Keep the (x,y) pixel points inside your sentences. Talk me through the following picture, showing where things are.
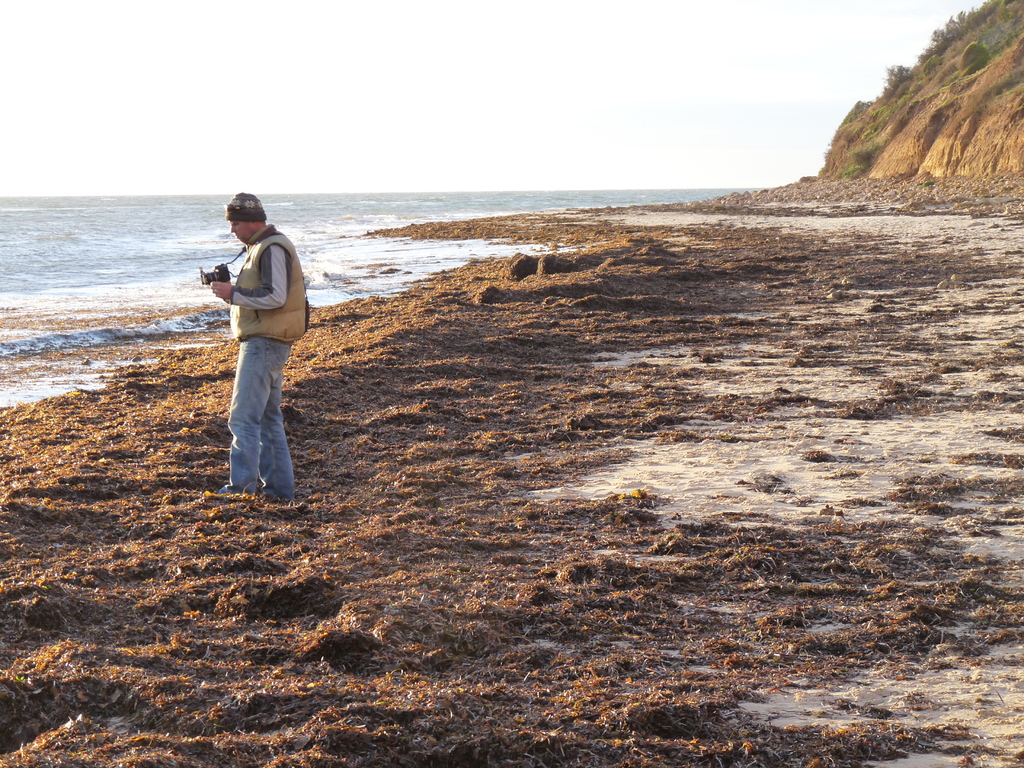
This picture consists of a person (248,320) holding a camera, standing in front of the ocean (178,219), in the top right (1001,14) I can see the hill (888,87), at the top (555,82) I can see the sky (426,50).
